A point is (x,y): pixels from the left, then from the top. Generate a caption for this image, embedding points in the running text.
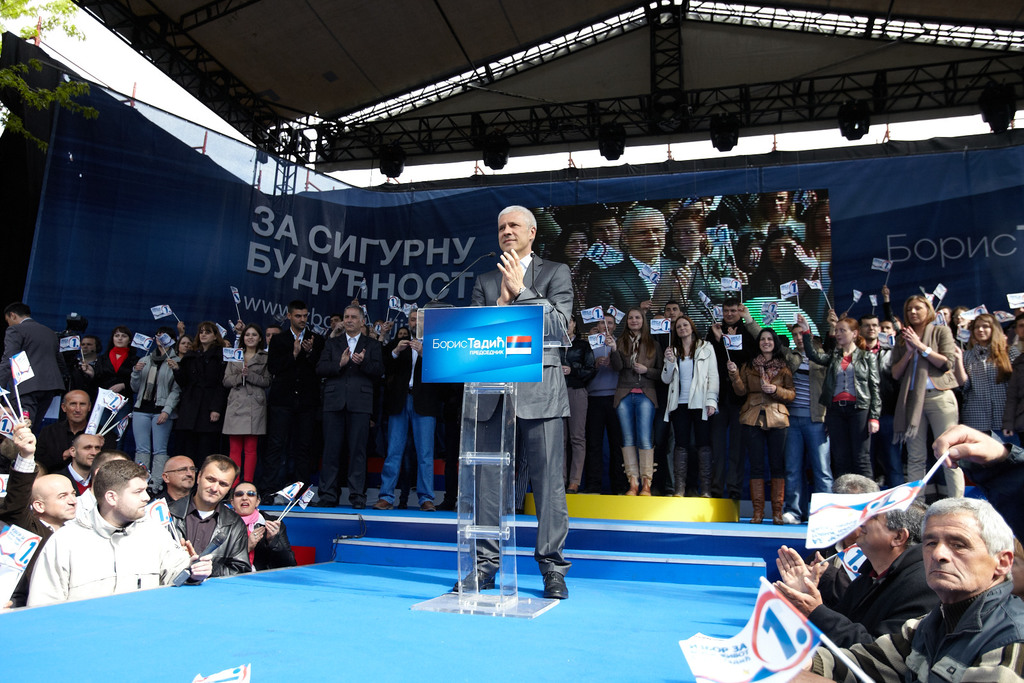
In this image there is a person (522,291) standing on the stage (498,658) near the podium (478,315), there is a mike (436,302) on the podium (440,317), group of people (572,358) standing and holding the flags (25,369), screen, focus lights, tree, sky (117,47), banners (320,255).
